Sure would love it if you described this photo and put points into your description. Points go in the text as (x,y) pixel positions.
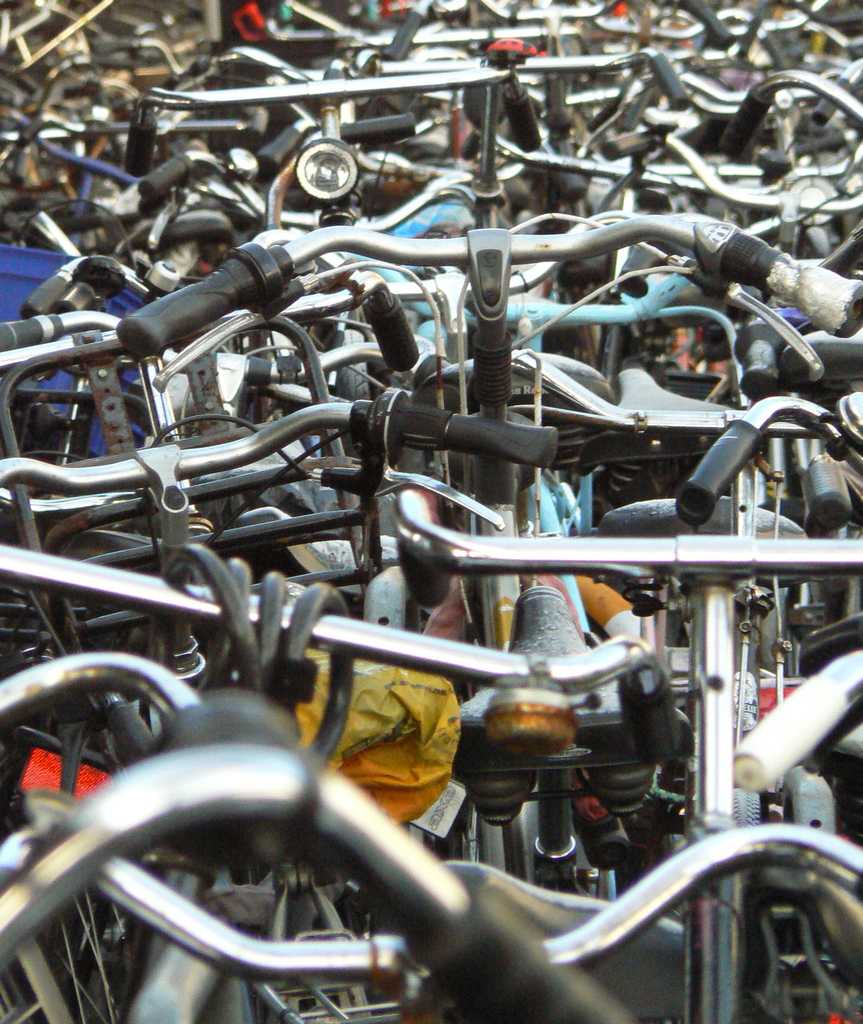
In this image we can see many bicycles (313,410), here is the handle (118,476), here is the pedal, here is the wheel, here is the horn (500,746).
